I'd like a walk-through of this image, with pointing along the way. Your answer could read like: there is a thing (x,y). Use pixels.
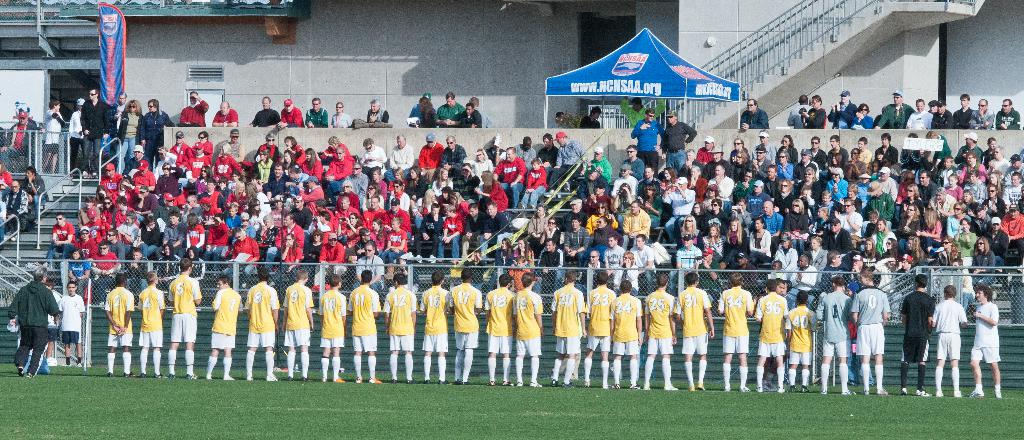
In this image in the front (557,425) there is grass (557,420) on the ground (583,422) in the center (640,269) there are persons (604,336) standing and there is a fence (589,289). In the background (295,204) there are persons (226,190) sitting and standing and there is a tent (639,80) with some text (616,84) written on it which is blue in colour and there is a wall (474,54), there is a staircase (773,70) and on the left side (123,55) there is a banner (116,50) with some text (112,65) written on it.
